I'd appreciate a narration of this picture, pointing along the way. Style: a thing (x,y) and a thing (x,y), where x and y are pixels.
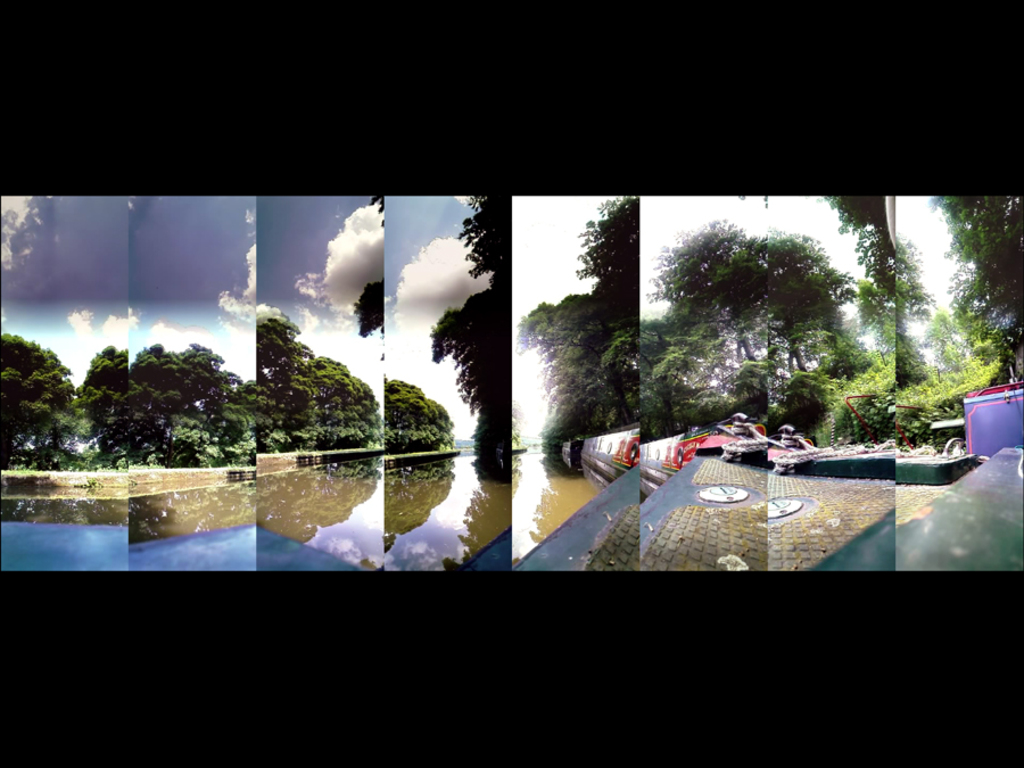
This picture describes about collage of images, in this we can find trees (579,389), water (450,491) and clouds (348,302).
